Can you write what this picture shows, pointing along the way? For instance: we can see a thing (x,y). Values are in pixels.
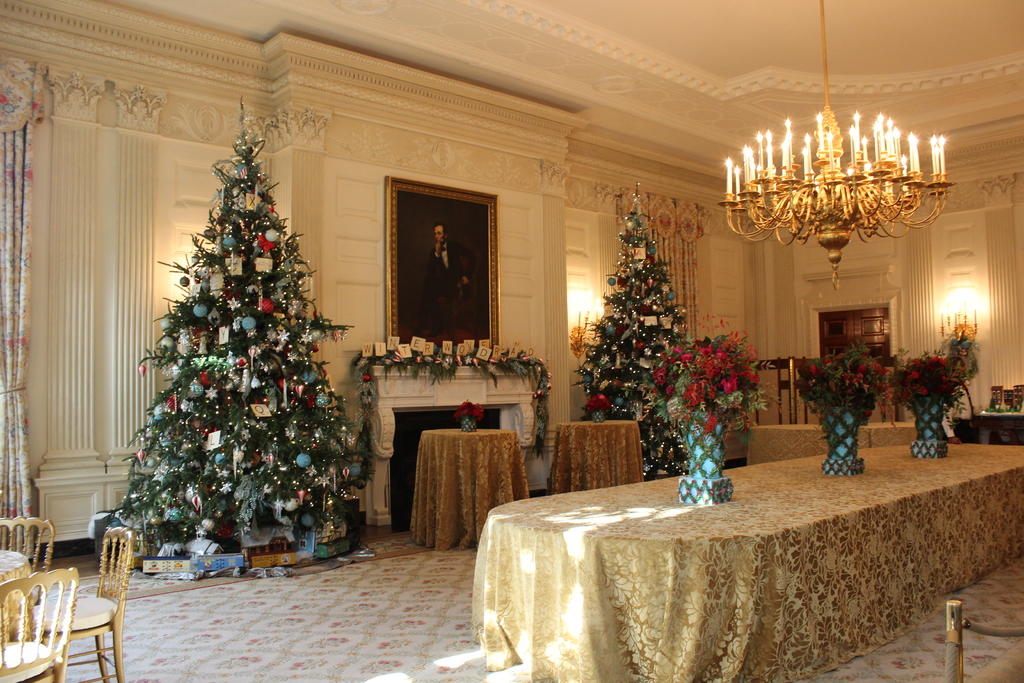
This image is taken inside a room (517,285). There is a table (553,527) on which there is a cloth (653,531) and flower bouquets (867,383). There is wall (340,367) with a photo frame (408,312). There are Christmas trees (312,342). At the top of the image (578,94) there is ceiling (727,102) with light (787,181). To the left side of the image (15,644) there are chairs (11,658) and table (21,565). At the bottom of the image (294,615) there is carpet (268,623). To the right side of the image (964,623) there is safety pole (955,641).
